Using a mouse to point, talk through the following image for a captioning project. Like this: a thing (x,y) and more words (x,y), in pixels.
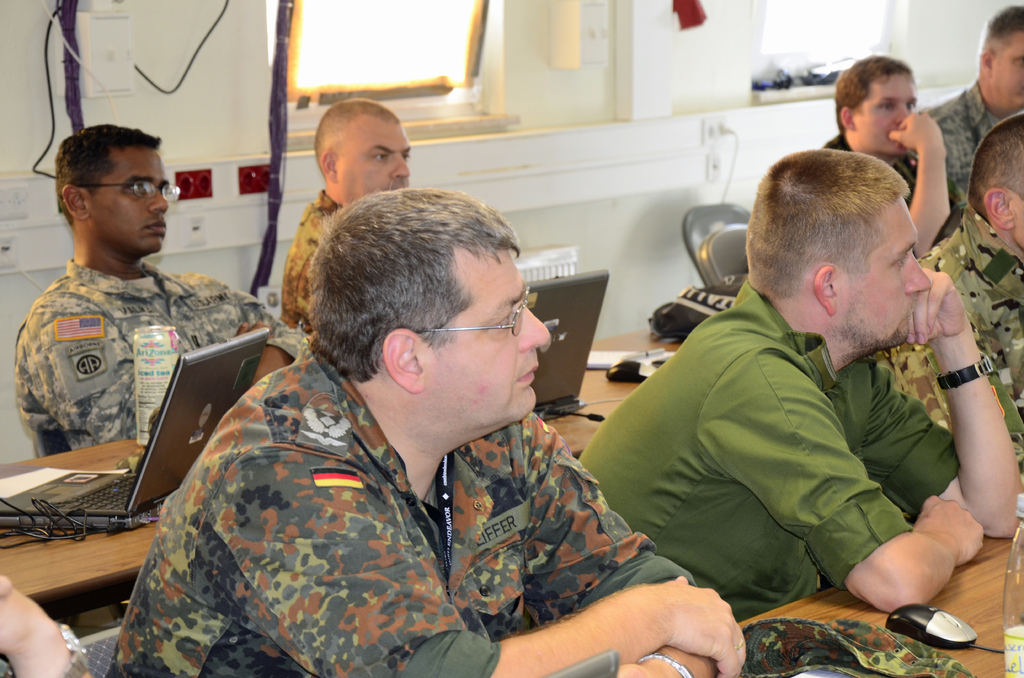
In this picture we can see some people (848,296) are sitting in front of tables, there are laptops (548,379), a mouse (655,366), a book (601,358) and a wire (563,411) present on this table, in the background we can see socket board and a window (357,56), at the right bottom (925,621) there is a mouse (939,631), a bottle (1019,630) and a cloth (898,656).
